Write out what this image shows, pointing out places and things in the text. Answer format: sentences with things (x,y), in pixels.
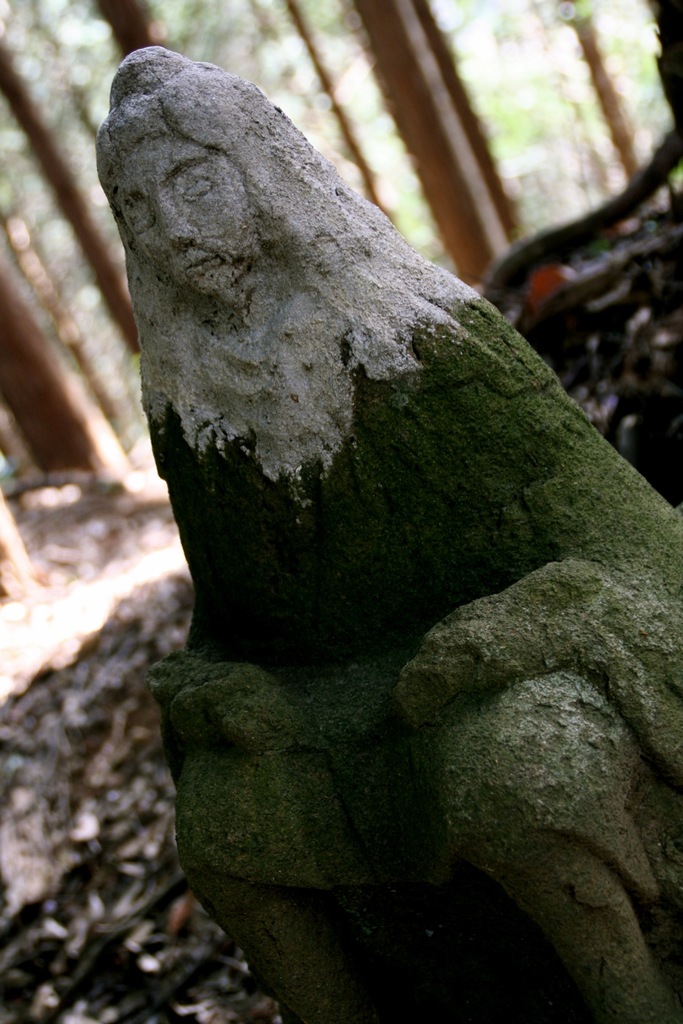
In the foreground of this image (184,473), there is a sculpture (260,402). In the background (69,122), there are trees (96,110) and the land (67,755).
